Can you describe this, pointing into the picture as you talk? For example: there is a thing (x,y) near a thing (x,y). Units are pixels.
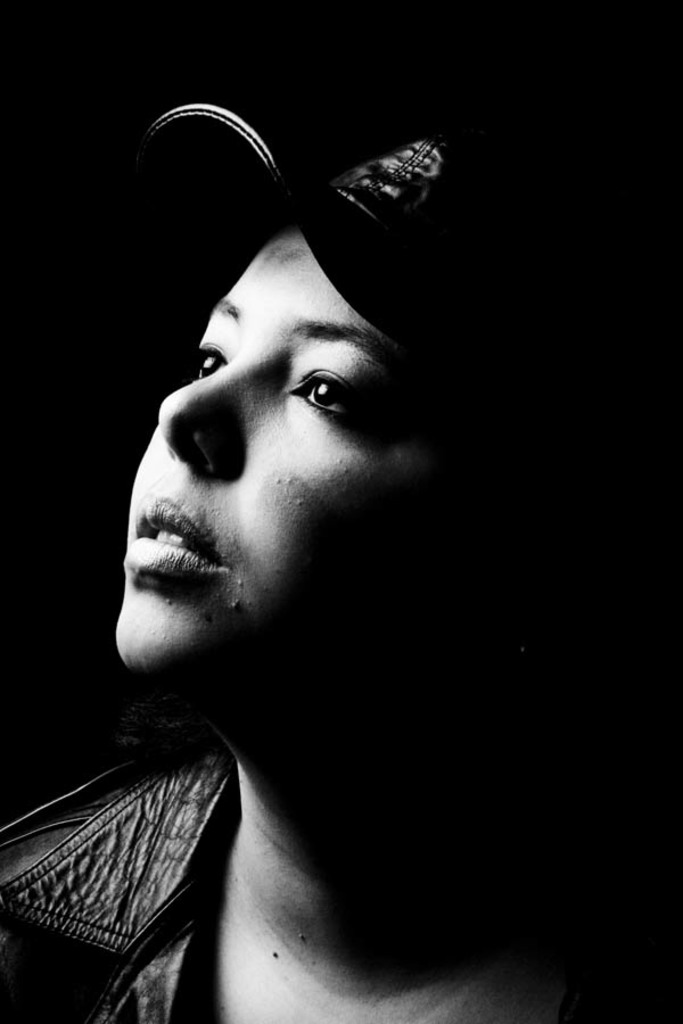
In the image we can see the face (334,549) of a woman (288,587) and she is wearing a cap (417,218) and the image is in black and white colour.
